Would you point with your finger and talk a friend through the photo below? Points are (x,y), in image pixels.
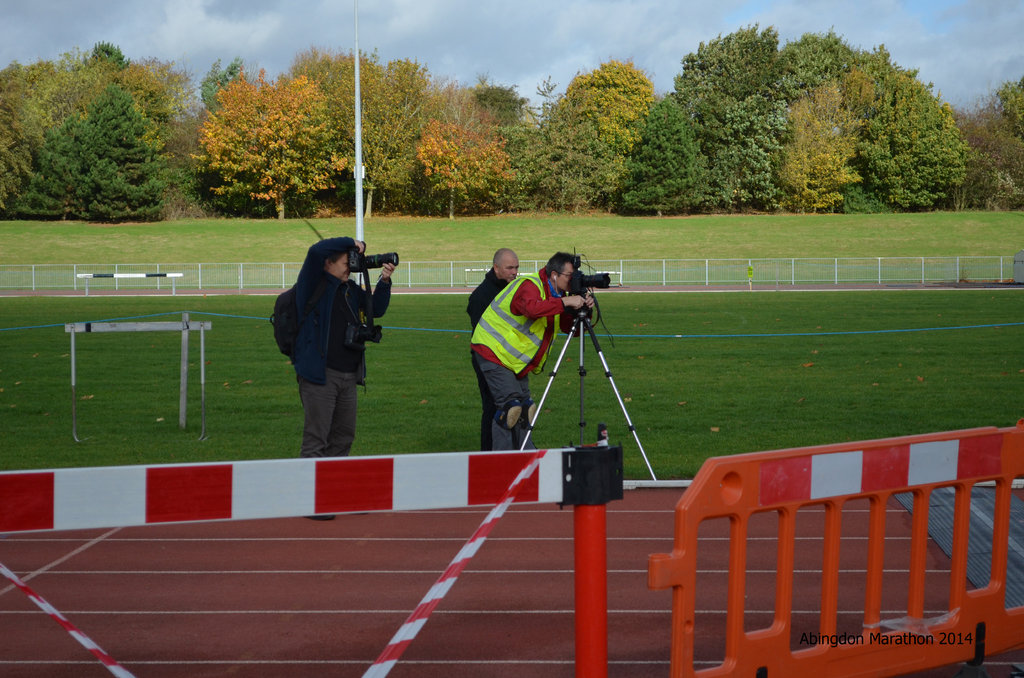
In the picture we can see a path (56,670) which is light red in color with white color lines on it and beside it, we can see a part of the railing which is orange in color and behind the path (57,631) we can see a grass surface (950,397) with two people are standing and capturing something with cameras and one man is standing beside them and far away from them we can see a railing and a pole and far away from it we can see many trees (476,157) and behind it we can see the sky (277,13) with clouds (272,0).
